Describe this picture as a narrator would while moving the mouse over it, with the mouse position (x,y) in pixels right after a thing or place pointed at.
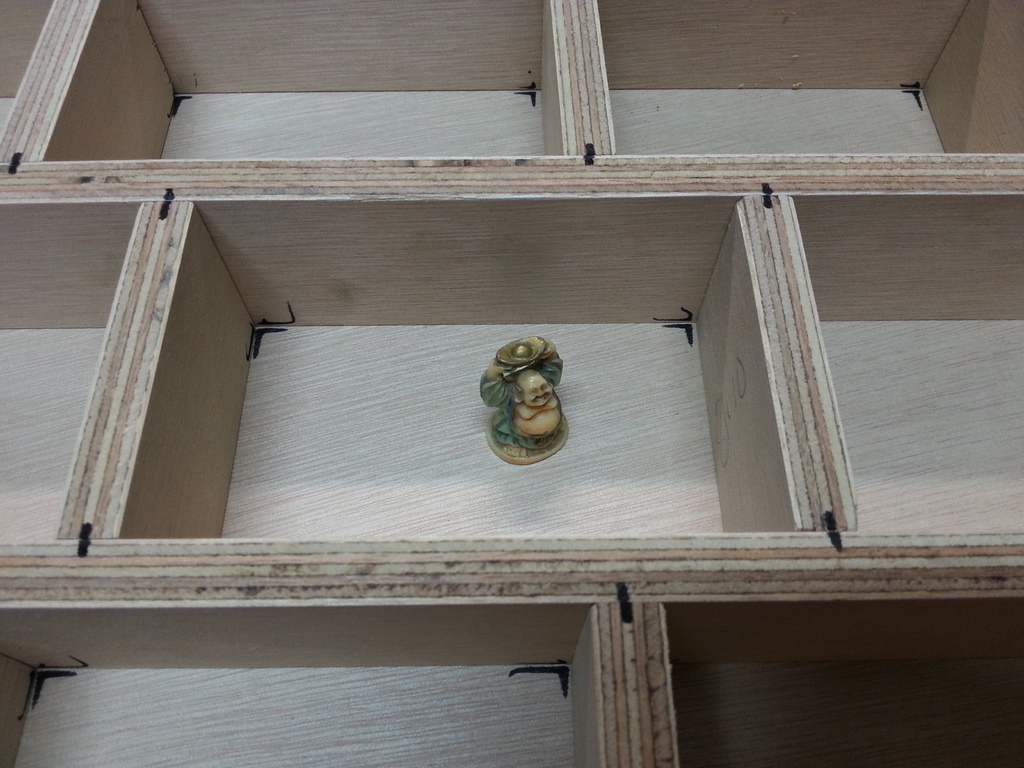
In this picture I can see there is a wooden frame (951,276) and they are different shelves (439,324) and there is a statue (510,383) here in the shelf (103,481). There are black color clips (38,688) here.
